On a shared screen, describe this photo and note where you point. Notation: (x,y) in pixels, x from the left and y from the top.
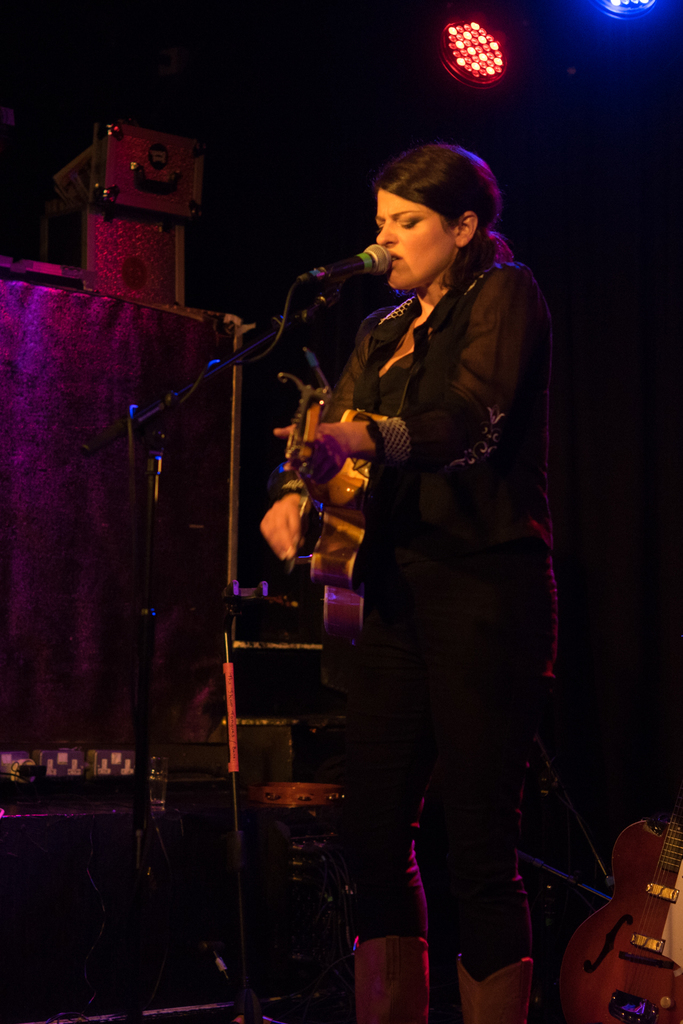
A lady (469,540) in black dress (469,520) is holding guitar (331,514) and playing it and singing. A mic (366,262) is in front of her. There are lights (497,54) in the background (479,53). Also a guitar (621,925) is on the floor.
